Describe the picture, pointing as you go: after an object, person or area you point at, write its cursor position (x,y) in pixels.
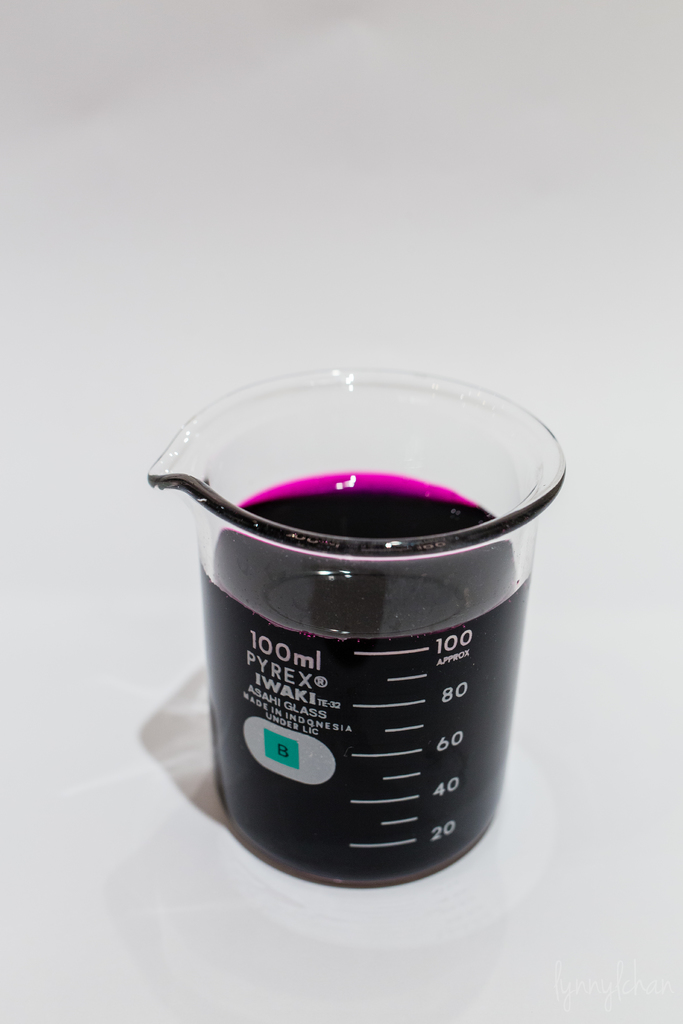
In this image, we can see a measuring jar (356,716) with liquid (368,694) is placed on the white surface (649,690).
